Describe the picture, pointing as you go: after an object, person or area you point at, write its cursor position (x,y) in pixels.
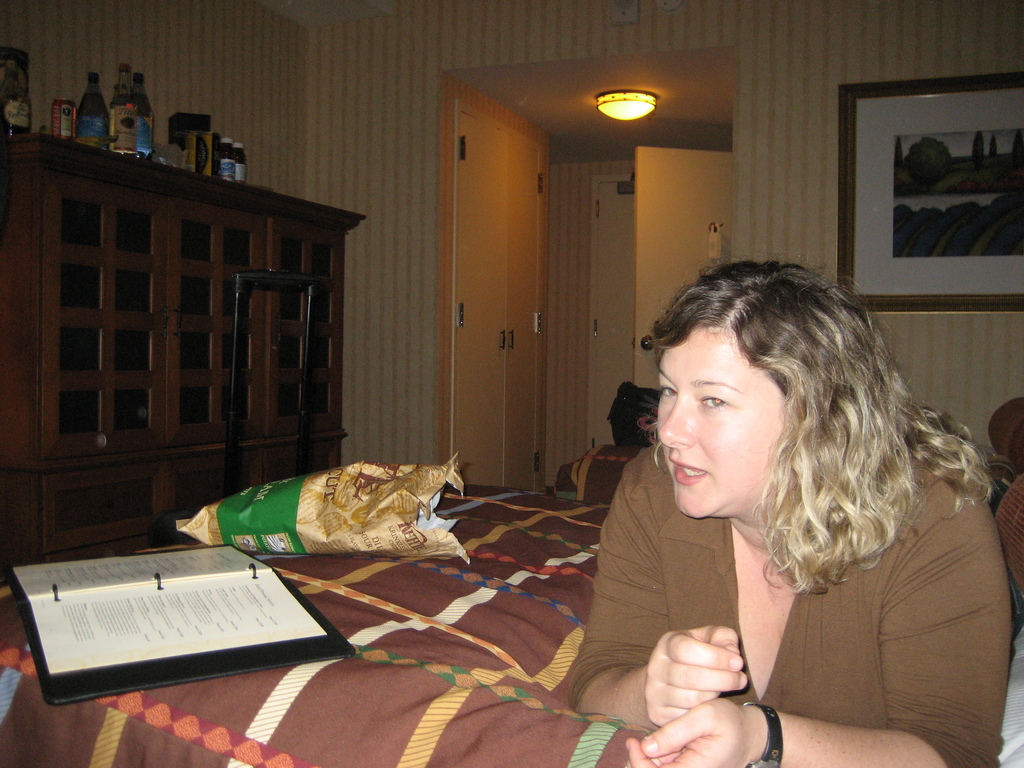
In this picture we can see a woman (779,578), packet (352,535), book (212,546) on a cloth (433,681) and in the background (621,101) we can see the light (636,112), bottles (92,106), cupboards (248,223), walls (152,38), doors (688,257), frame (943,197) and some objects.
